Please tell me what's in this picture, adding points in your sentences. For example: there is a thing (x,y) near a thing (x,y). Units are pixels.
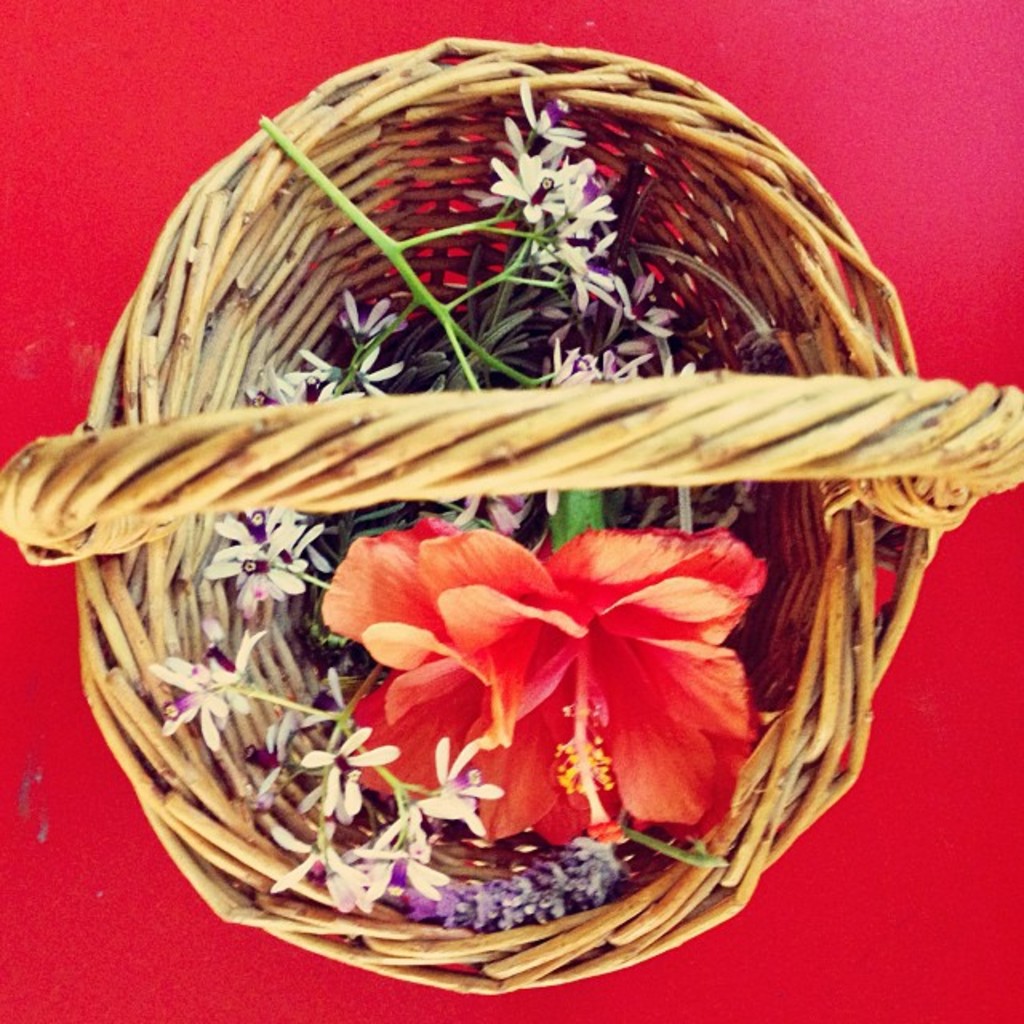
This picture consists of a basket (684,359), in the basket (466,451) I can see flowers (281,755).
